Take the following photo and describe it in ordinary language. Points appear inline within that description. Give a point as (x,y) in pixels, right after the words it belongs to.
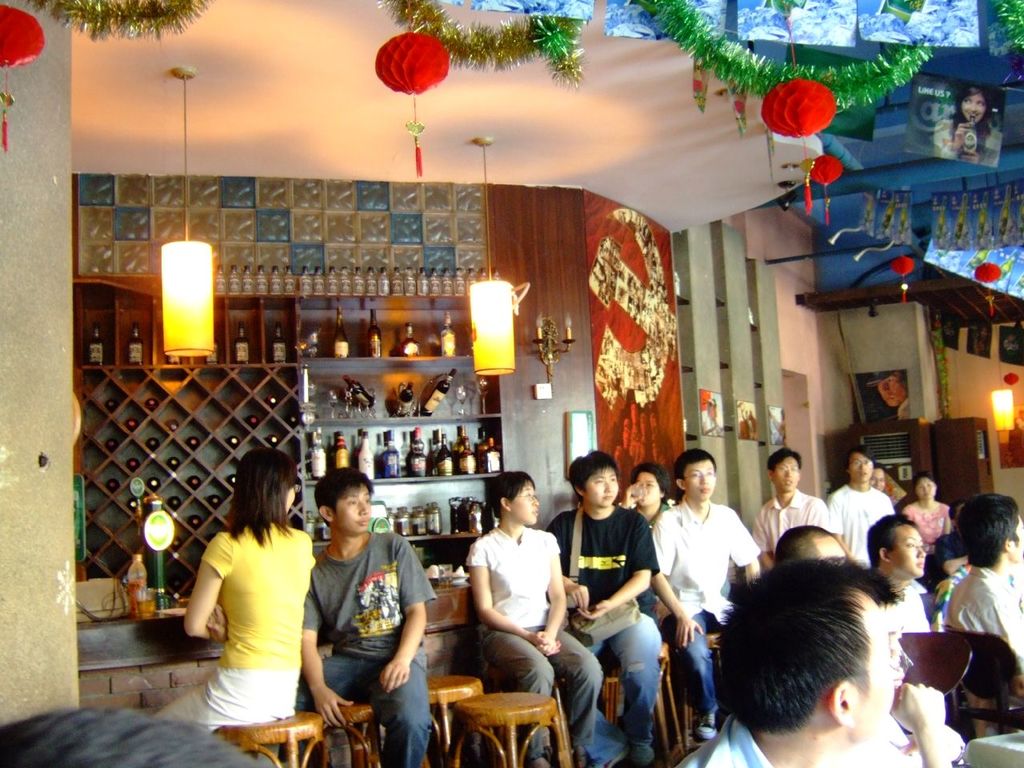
There are group of people (776,492) sitting on stools (453,686). The person (634,558) in the middle (615,484), is wearing a bag (618,626). In the background (414,471), there are bottles (433,401) in the shelves (374,358), decorative items (560,56). On the right hand side (959,443), there is a light (999,425) and some wood items (964,431). On the left hand side (36,76), there is a pillar (54,264) and head (108,736) of a person (159,742).
